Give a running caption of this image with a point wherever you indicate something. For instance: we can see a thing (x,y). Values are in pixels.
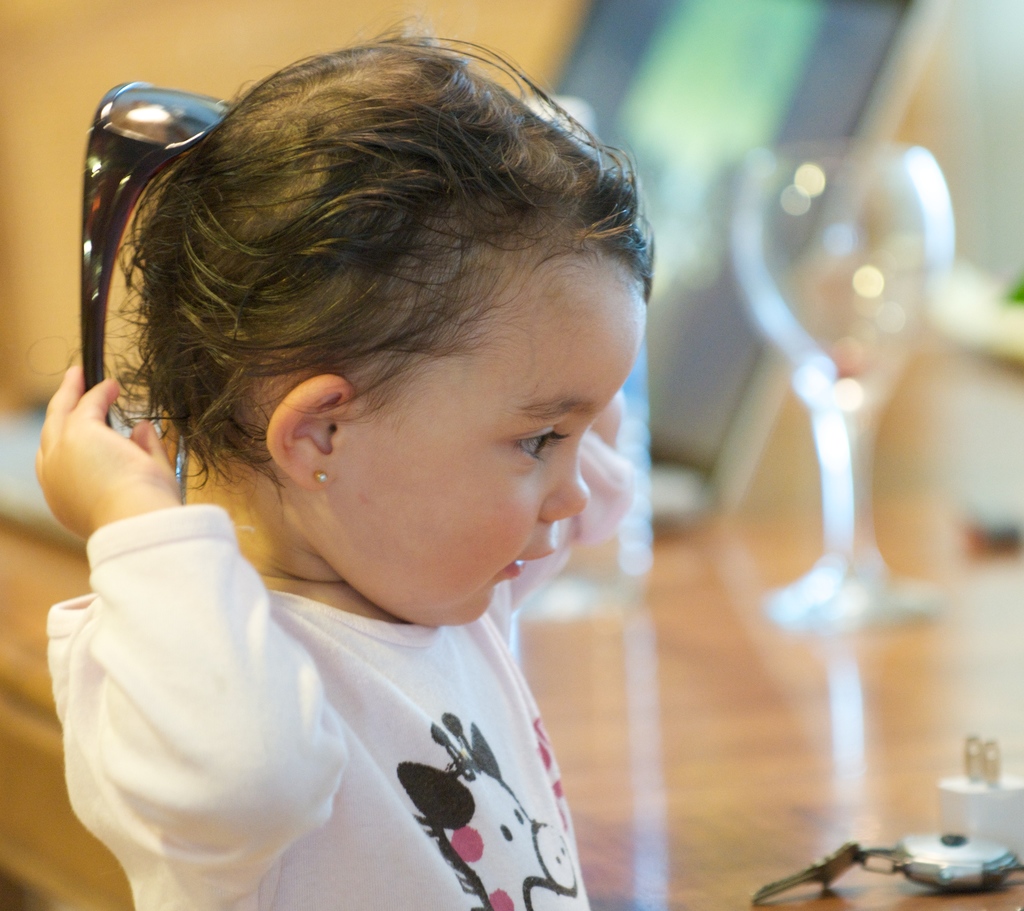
In this image we can see a kid (577,362) holding spectacle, also we can see a glass (810,394), key chain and other objects (969,828) on the surface (924,774).
